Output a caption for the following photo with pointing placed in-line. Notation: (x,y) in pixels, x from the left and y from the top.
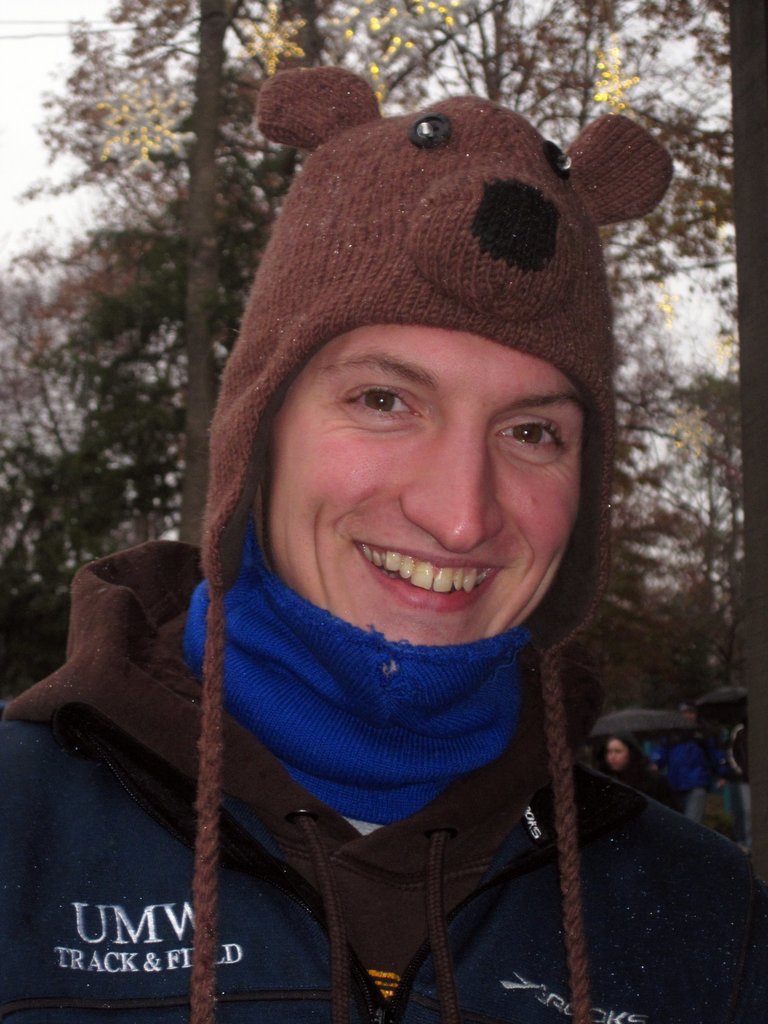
This is zoomed in picture. In the center (489,530) there is a person (421,222) wearing hat (503,212), smiling and seems to be standing on the ground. In the background (95,125) we can see the sky (72,164), trees (643,287) and group of persons (694,766).
